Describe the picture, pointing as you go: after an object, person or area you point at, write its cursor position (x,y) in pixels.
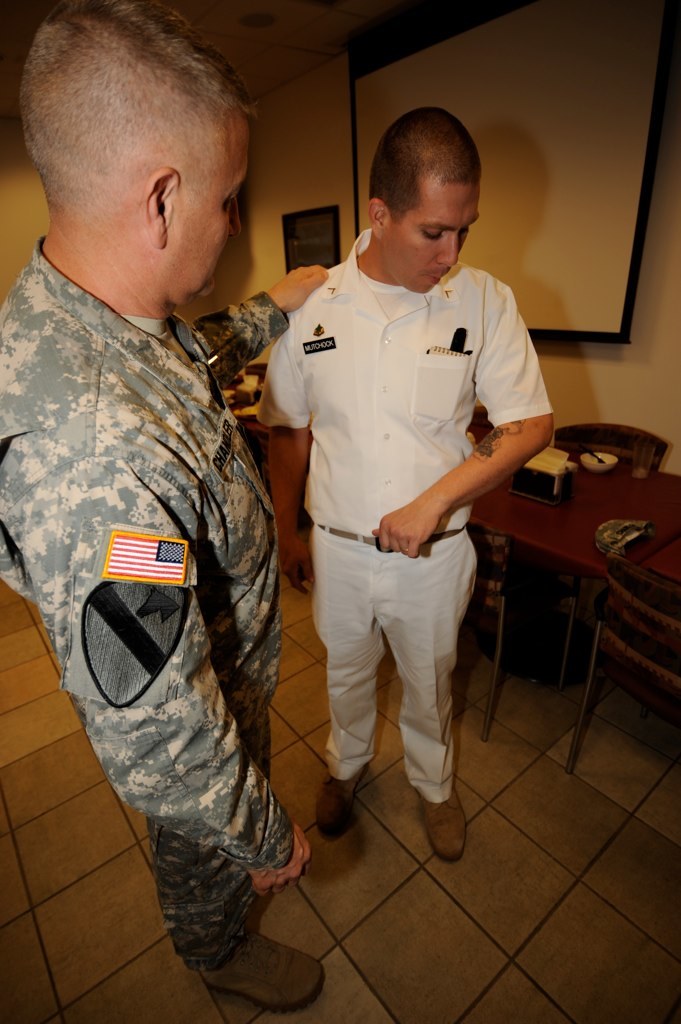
2 people (186,563) are standing. a person (381,440) at the right (495,292) is wearing a white uniform (362,514). the person (177,566) at the left (184,655) is wearing a military uniform (222,461). behind them there are table (602,500) and chairs (664,667).
